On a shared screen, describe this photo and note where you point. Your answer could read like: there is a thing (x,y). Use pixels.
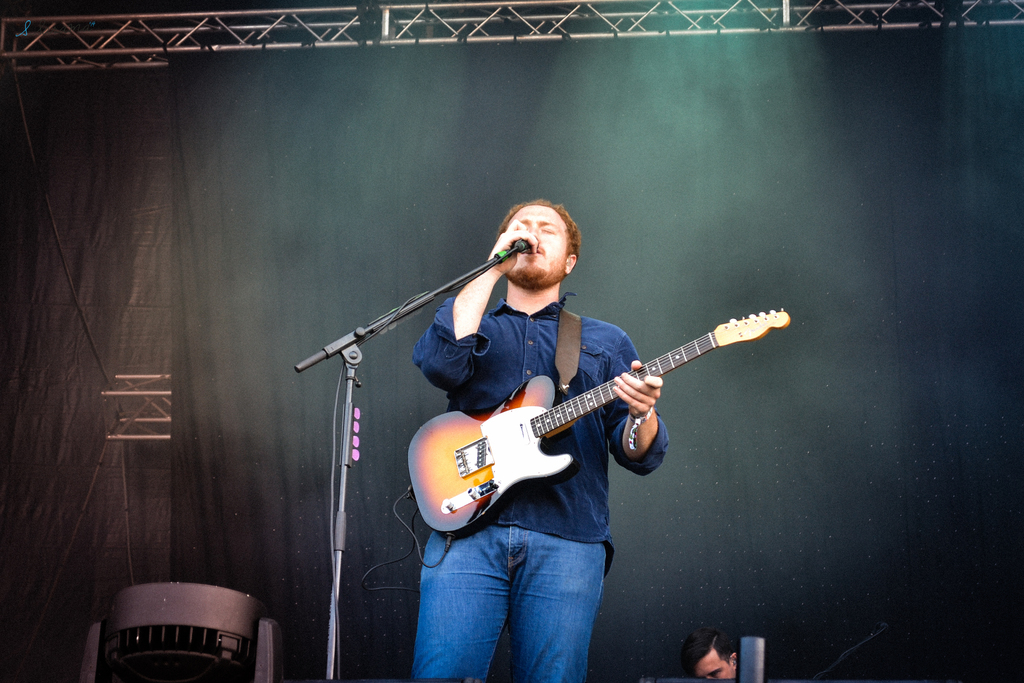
In this image a man (526,340) wearing a blue shirt (530,354) is singing. He is holding a mic (526,250). He is carrying a guitar (527,448). Behind him there is a curtain (770,608). Here a person (732,666) is visible.
